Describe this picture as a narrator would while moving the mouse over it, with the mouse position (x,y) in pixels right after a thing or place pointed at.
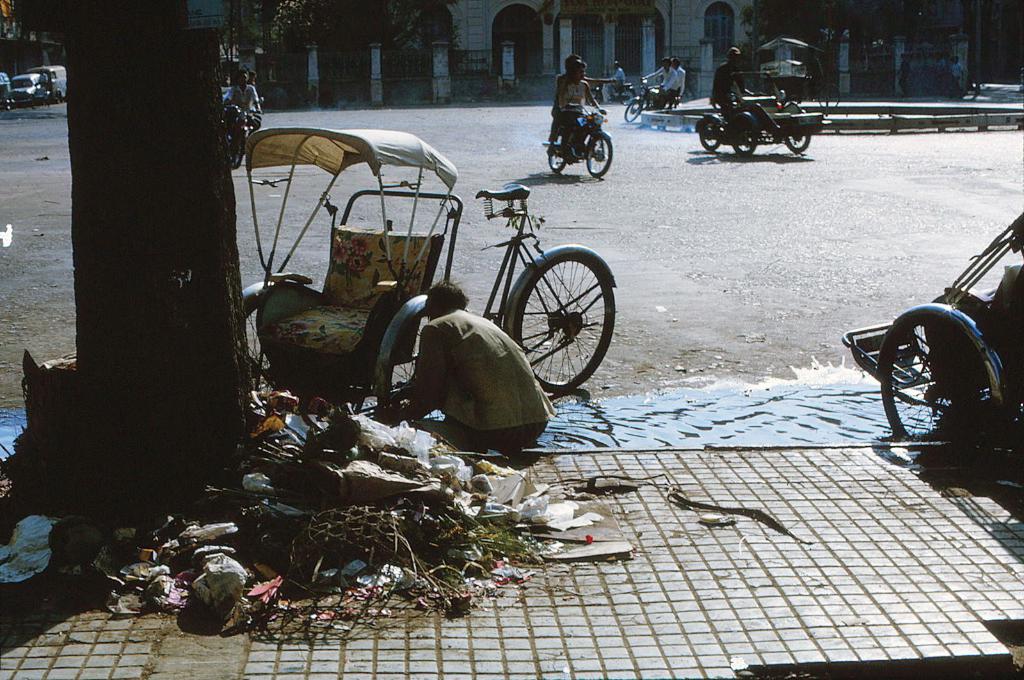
In this image there is a tree (110,246) on the left side (98,285). Beside the tree (224,451) there is full of waste (325,557). There is a man (463,365) sitting beside the rickshaw (374,302). In the background (499,124) there is a road (611,123) on which there are motorbikes (598,119). On the left side (20,104) there are few cars (20,104) parked on the road (9,151). At the top (540,33) there is a building (631,6). There are trees (878,15) beside the building (511,34). On the right side (976,301) there is a rickshaw (950,350).
